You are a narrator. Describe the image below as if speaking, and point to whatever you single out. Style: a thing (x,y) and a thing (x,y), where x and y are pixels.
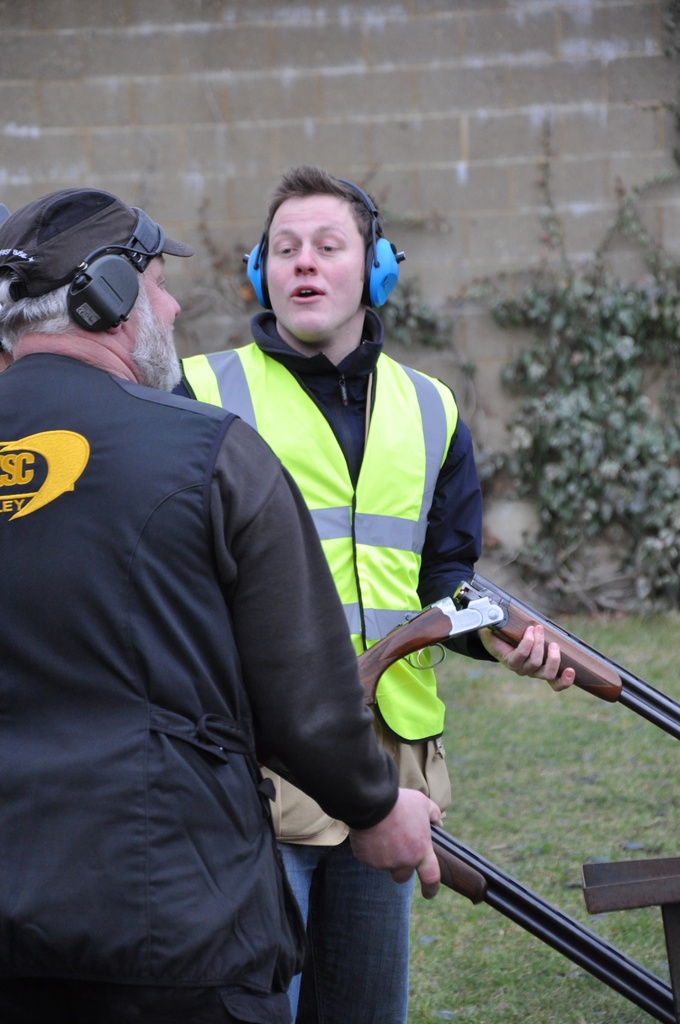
In this image, in the middle (347,475) there is a man (370,411), he is holding a gun (421,630). On the left (155,677) there is a man (147,699), he is holding a gun (467,854). In the background (463,716) there are plants (616,508), grass (655,751), wall (416,193).
